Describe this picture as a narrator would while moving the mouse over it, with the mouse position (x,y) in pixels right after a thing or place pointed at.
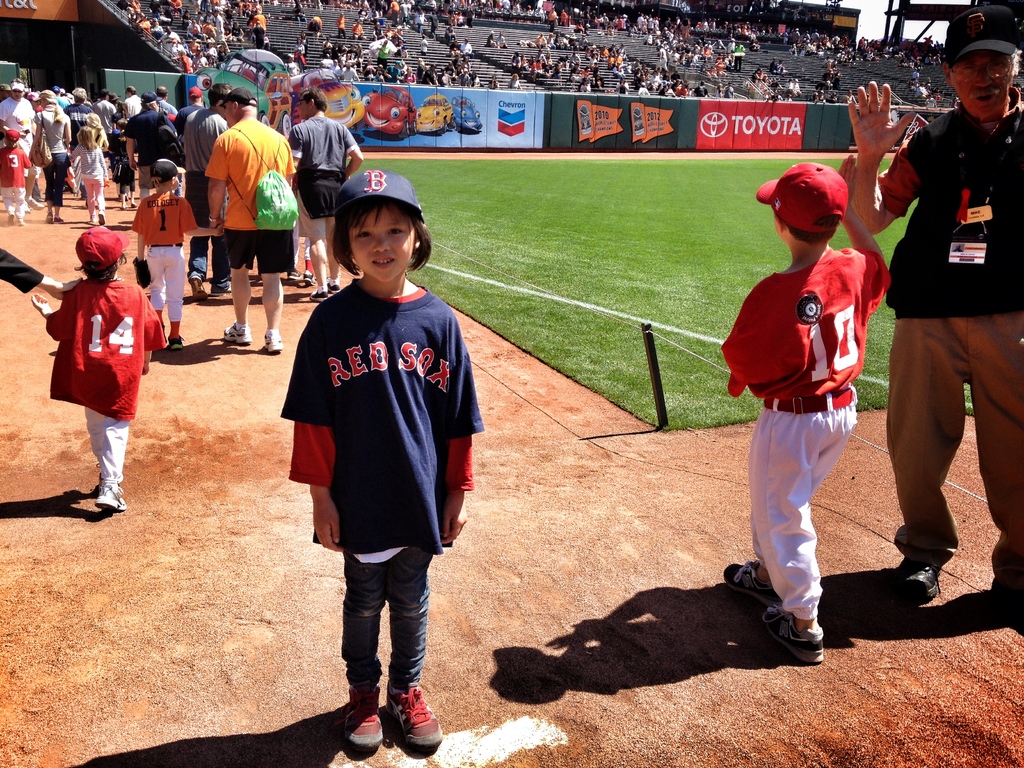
In this image, we can see persons (208,120) and kids (337,313) wearing clothes (361,558). There is a crowd (449,68) and wall (384,125) at the top of the image (605,55).
